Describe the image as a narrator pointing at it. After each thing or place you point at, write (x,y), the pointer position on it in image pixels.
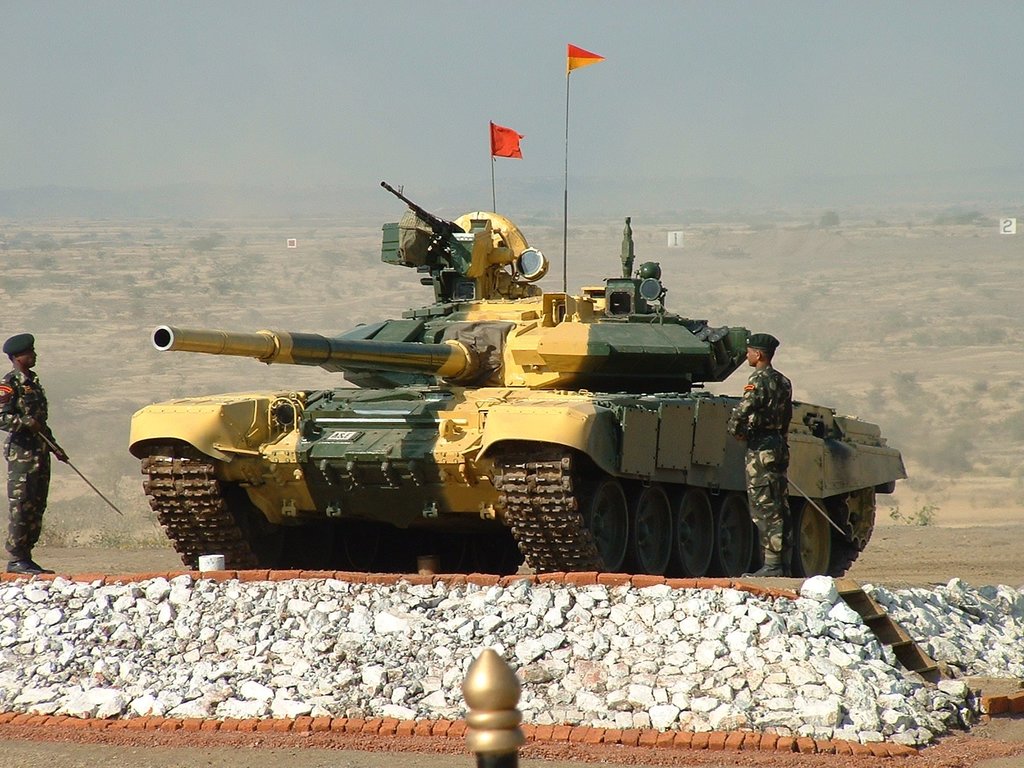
This is an outside view. In the middle of the image (540,449) there is a panzer (485,479). At the bottom (462,626) there are few stones (447,660). On the both sides of this panzer (221,462) two persons (13,560) are standing. They are wearing uniforms (28,435) and caps (17,346) on the heads (25,352). On the panzer (489,256) there are two flags (497,138). In the background (914,349), I can see some trees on the ground (758,281). At the top of the image (290,99) I can see the sky (181,89).
